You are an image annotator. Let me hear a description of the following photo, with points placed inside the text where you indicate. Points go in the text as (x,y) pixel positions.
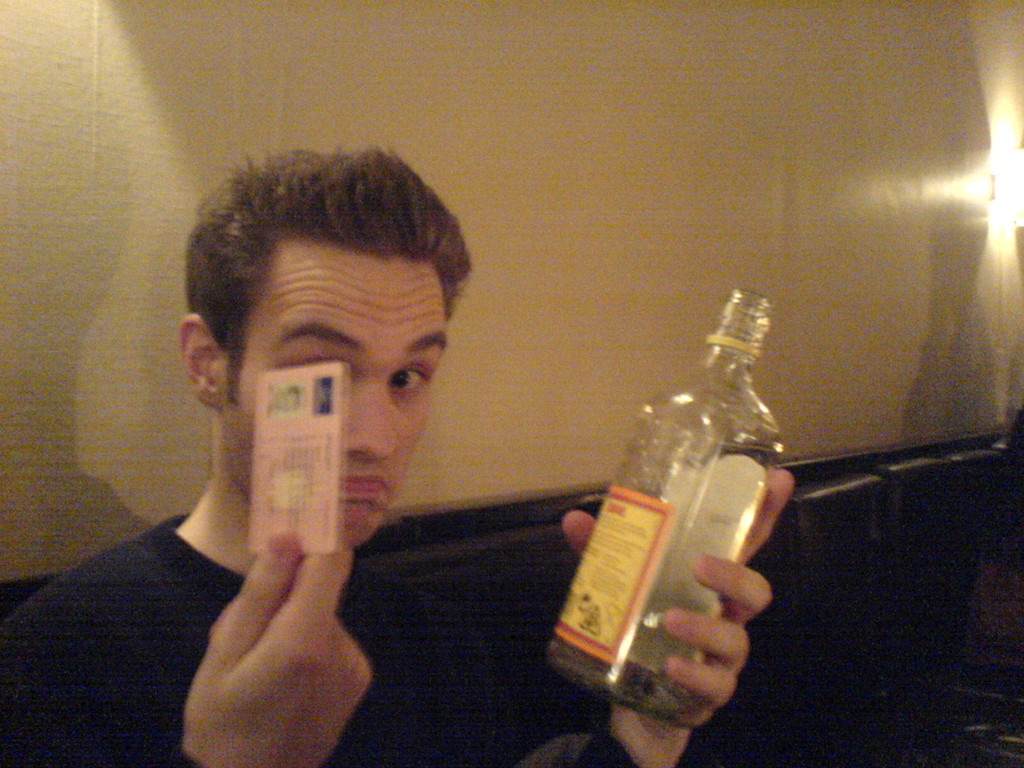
In this picture there is a man (232,559) in black shirt (136,601) sitting on the Sofa (908,549) is holding a card (325,472) in his right hand (310,580) and a bottle (634,567) in left hand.
